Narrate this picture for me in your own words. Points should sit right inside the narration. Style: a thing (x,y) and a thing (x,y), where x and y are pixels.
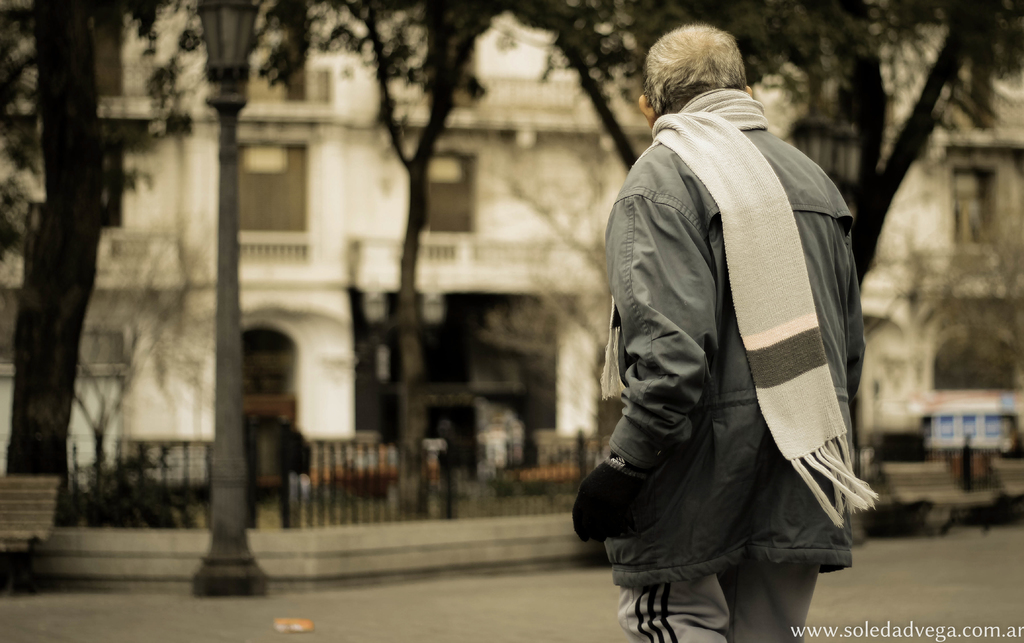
On the right (780,465) we can see a man (745,467) is standing and there is a cloth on the neck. In the background (191,271) the image is blur but we can see a building (112,277), fences (411,515), trees (49,304), poles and other objects (417,531).
